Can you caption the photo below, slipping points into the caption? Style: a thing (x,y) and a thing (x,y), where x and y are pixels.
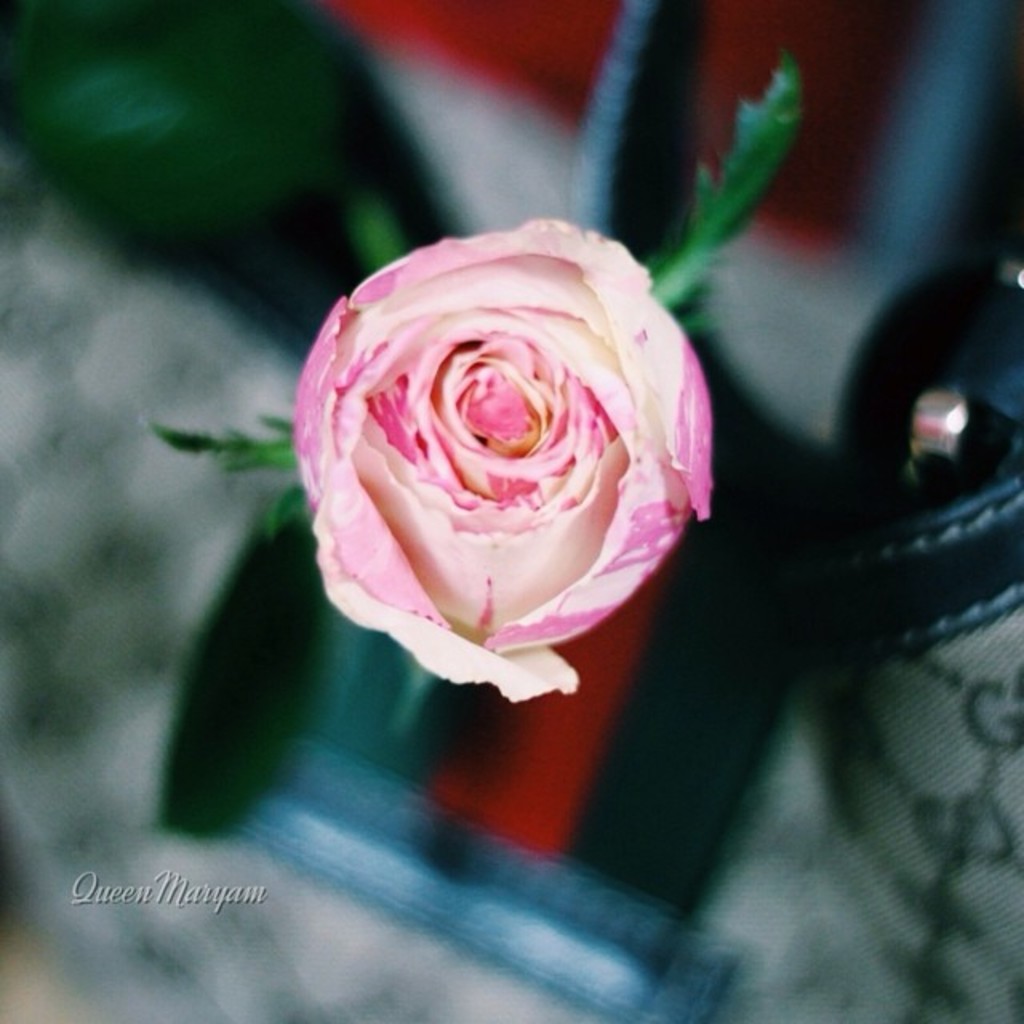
In this picture we can see a rose flower (601,446) in the middle (541,417), there is a blurry background (82,258), we can see some text (152,873) at the left bottom (163,873).
